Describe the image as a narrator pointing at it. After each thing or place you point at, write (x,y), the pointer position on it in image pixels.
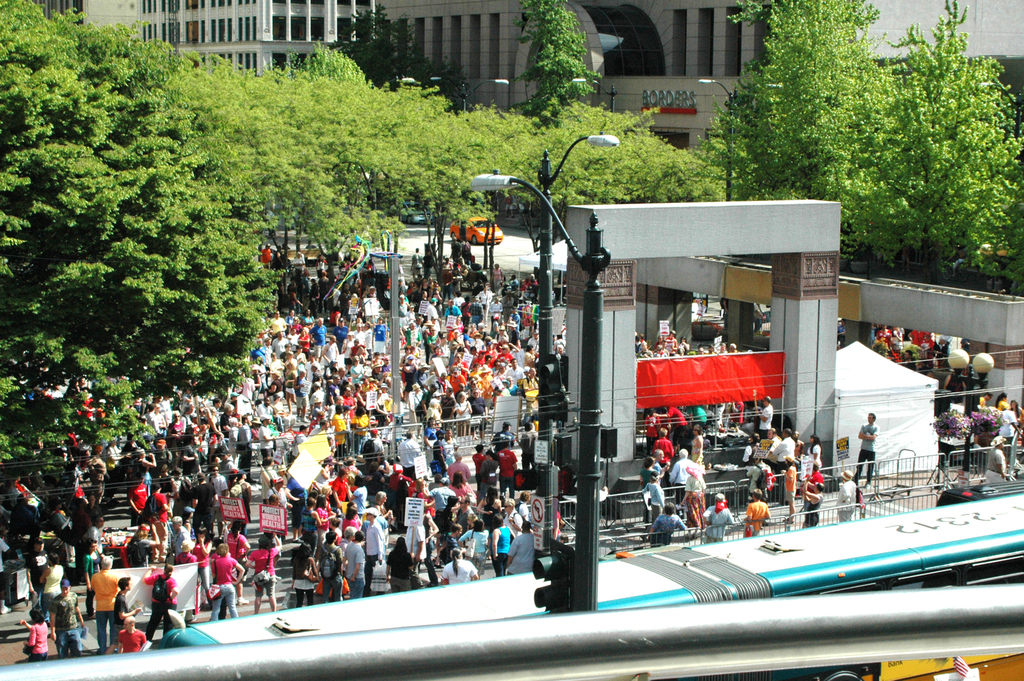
In this image there are so many people (486,547) standing, few are holding some poster (421,473) with some text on it, there is a wall structure (626,400) and some metal structures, there are street lights (586,428), signals (553,609) and there is a vehicle (251,636). In the background (948,197) there are trees (547,125) and buildings (720,5).
